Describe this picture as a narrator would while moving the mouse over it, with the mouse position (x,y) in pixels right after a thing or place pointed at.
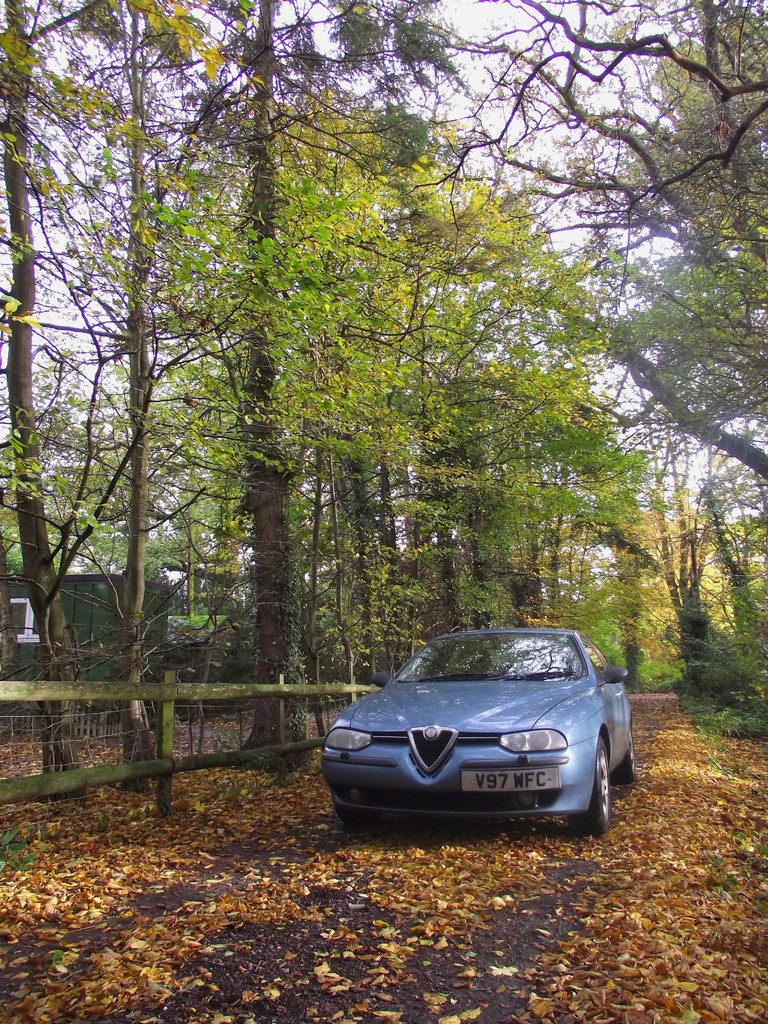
In this image in the front (328,929) there are dry leaves (644,921) on the ground (406,892). In the center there is a car (536,710) and there is a fence (223,707). In the background (188,485) there are trees (388,552). On the left side (25,641) there is an object (29,631) which is white in colour and there is a shed (87,635) which is green in colour.
